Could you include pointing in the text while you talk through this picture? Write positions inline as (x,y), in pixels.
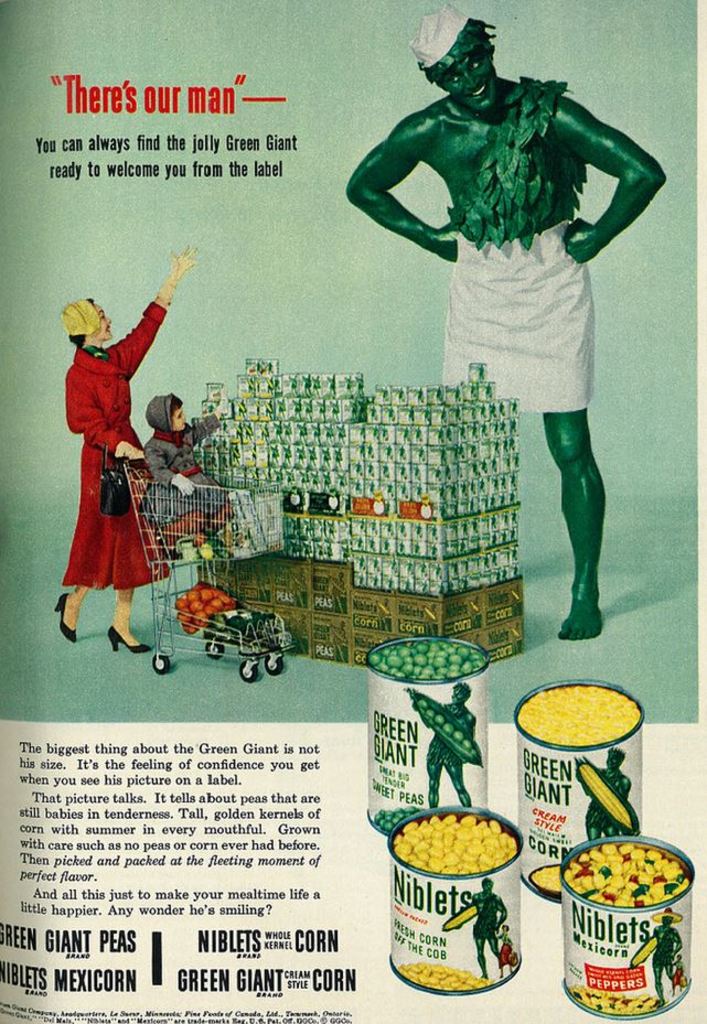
In this image we can see poster (254,462) which has two persons (119,451) and a kid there are some peas (403,670) and corns (452,816) in the box (545,868).
